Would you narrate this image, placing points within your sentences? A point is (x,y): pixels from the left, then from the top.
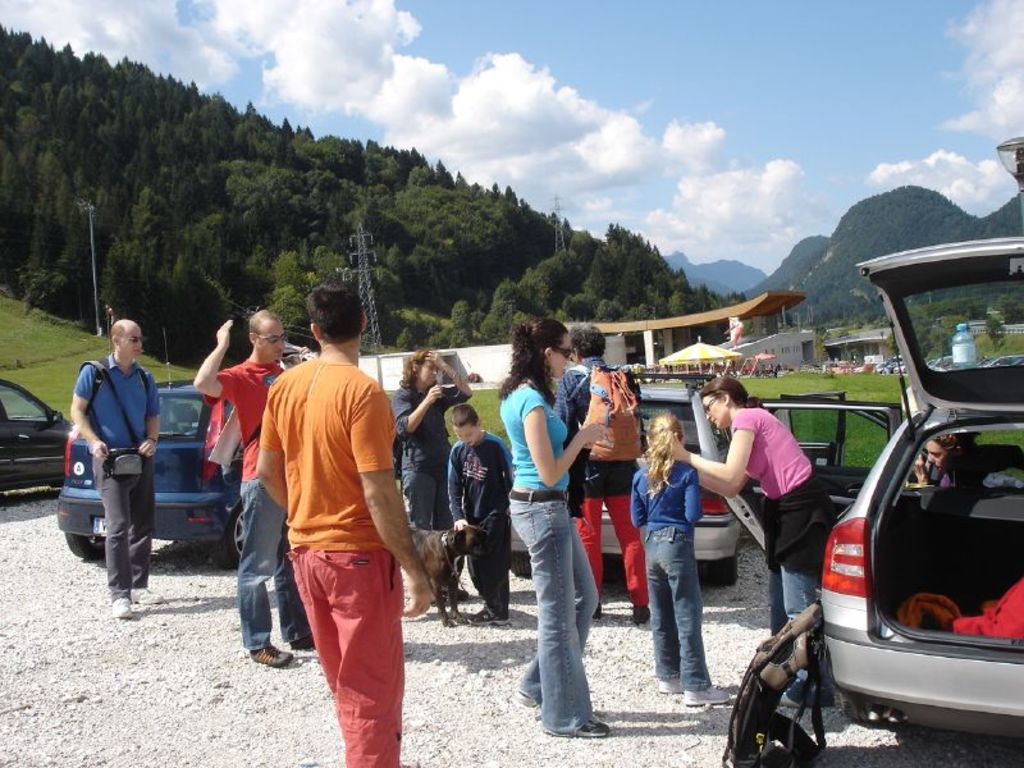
This picture is clicked outside. In the center (492,451) we can see the group of people (138,570) standing on the ground (736,663) and we can see an animal (440,552) standing on the ground (508,638) and we can see the backpack (752,704) and the cars (66,504) parked on the ground (80,620) and some objects (966,355). In the center (369,282) we can see the green grass (804,382), tent (704,355), metal rods (365,279) and some objects (744,364). In the background (782,359) we can see the sky (752,88) with the clouds (647,182) and we can see the hills (794,255), trees (528,256) and many other objects (868,330).
